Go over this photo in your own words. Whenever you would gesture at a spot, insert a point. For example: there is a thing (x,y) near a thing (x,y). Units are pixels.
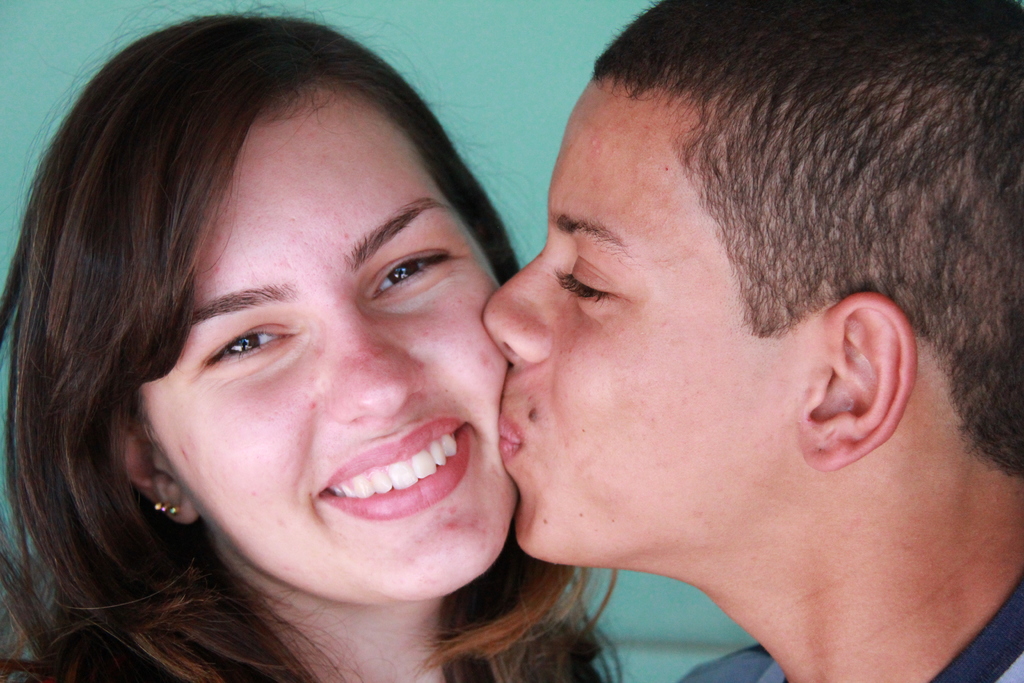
In the image in the center (535,403) we can see two persons (616,516). And we can see, the woman (436,530) is smiling and the man (628,508) is kissing her. In the background (25,78) there is a wall (582,76).
